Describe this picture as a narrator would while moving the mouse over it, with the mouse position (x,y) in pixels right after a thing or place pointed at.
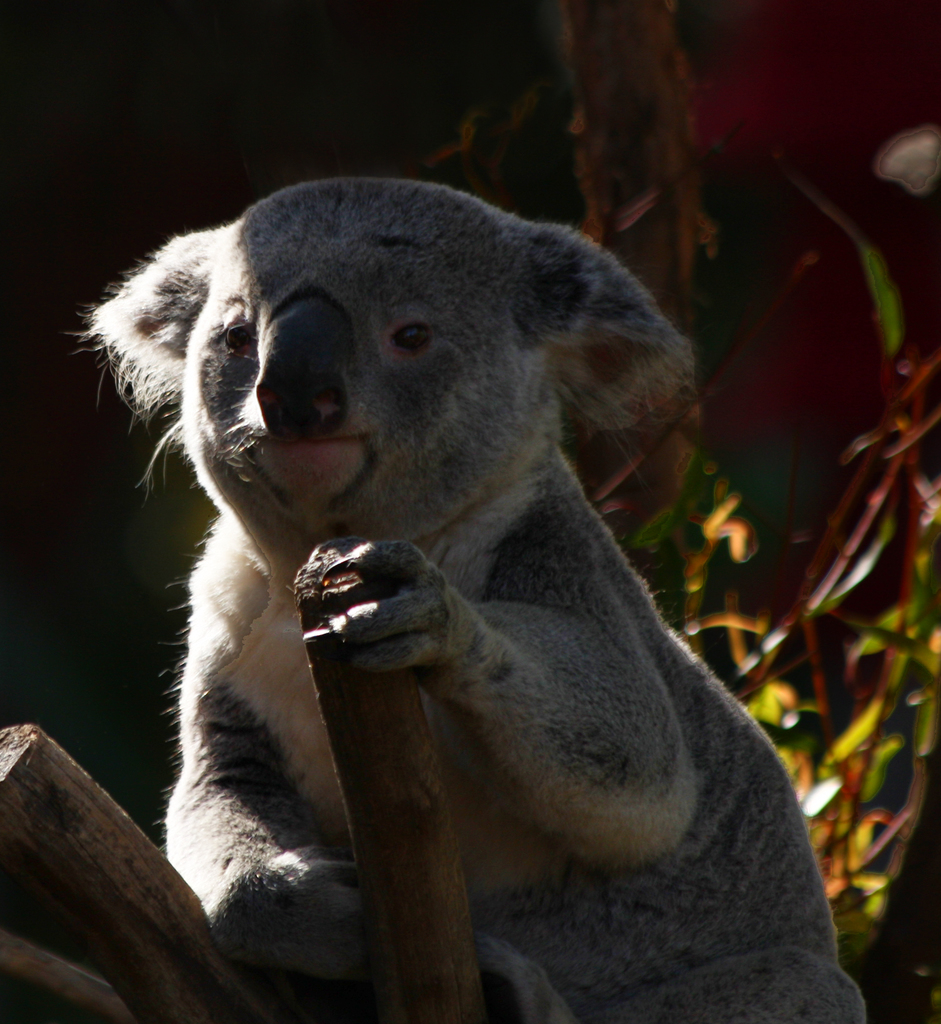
In this picture we can see koala (404,511). He is holding a wood (462,903). On the back (726,515) we can see plant (879,626) and wall (879,247).
